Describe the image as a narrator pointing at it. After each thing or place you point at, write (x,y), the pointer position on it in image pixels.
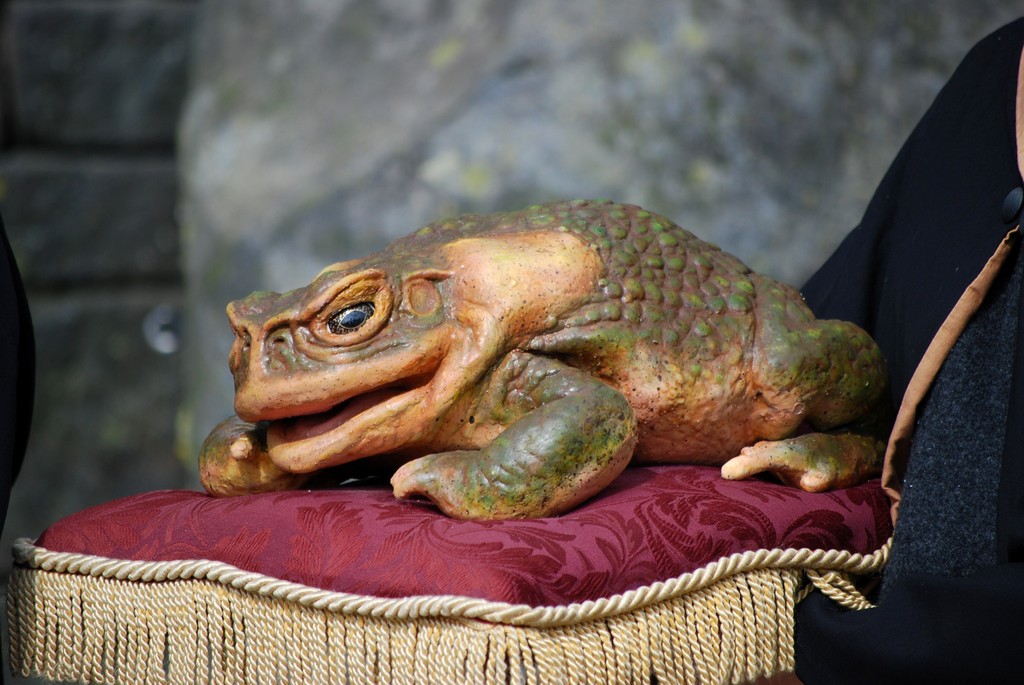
There is a toy (541,307) of a frog (469,372) on a cushion (487,524). In the background (793,85) it is blurred.
